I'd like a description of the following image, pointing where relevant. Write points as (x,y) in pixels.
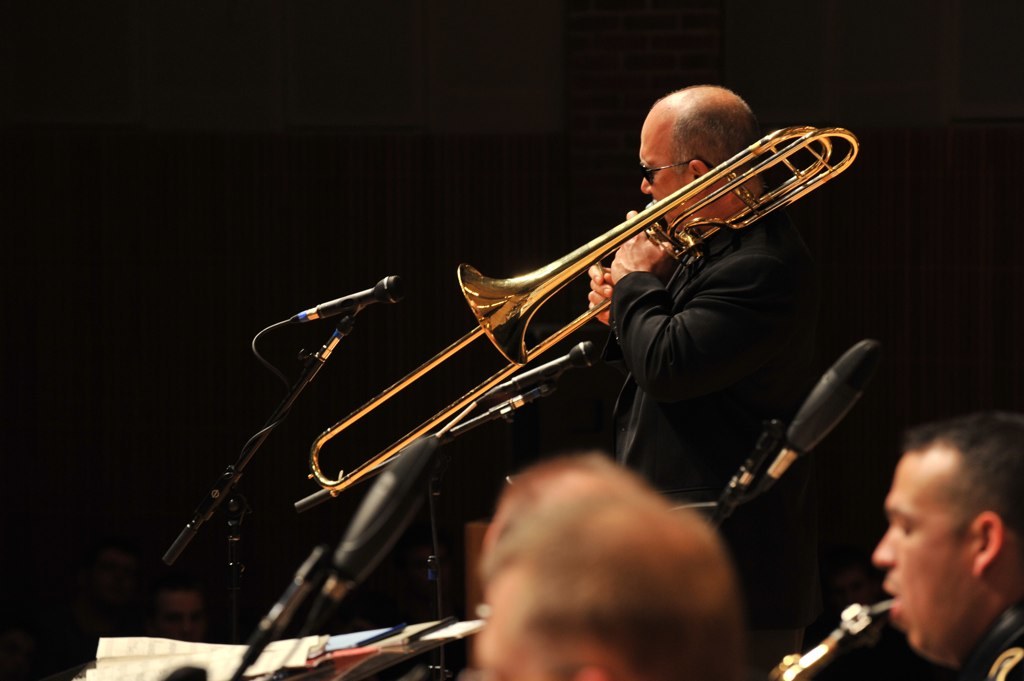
In this picture we can see a man (634,313) is holding a musical instrument (633,220). In front of the man (625,316) there are microphones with stands (276,604). At the bottom right corner of the image (716,609), there are people (713,620) and some objects (869,611). Behind the people (627,487), there is the dark background (50,319).
